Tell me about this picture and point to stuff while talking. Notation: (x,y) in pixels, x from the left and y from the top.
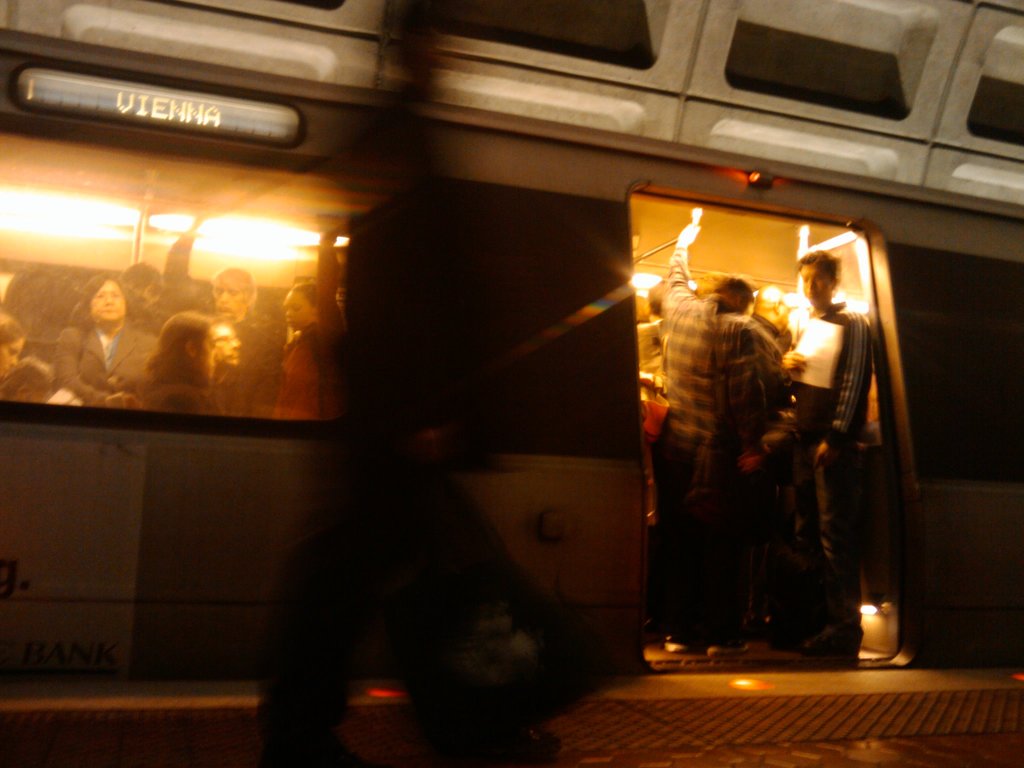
Here I can see a train (5,155) in which people (740,375) are standing. At the bottom of the image (818,719) I can see the platform (809,707) and a person (405,488) is walking towards the left side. On the train (81,300) there is a name board (146,108).
